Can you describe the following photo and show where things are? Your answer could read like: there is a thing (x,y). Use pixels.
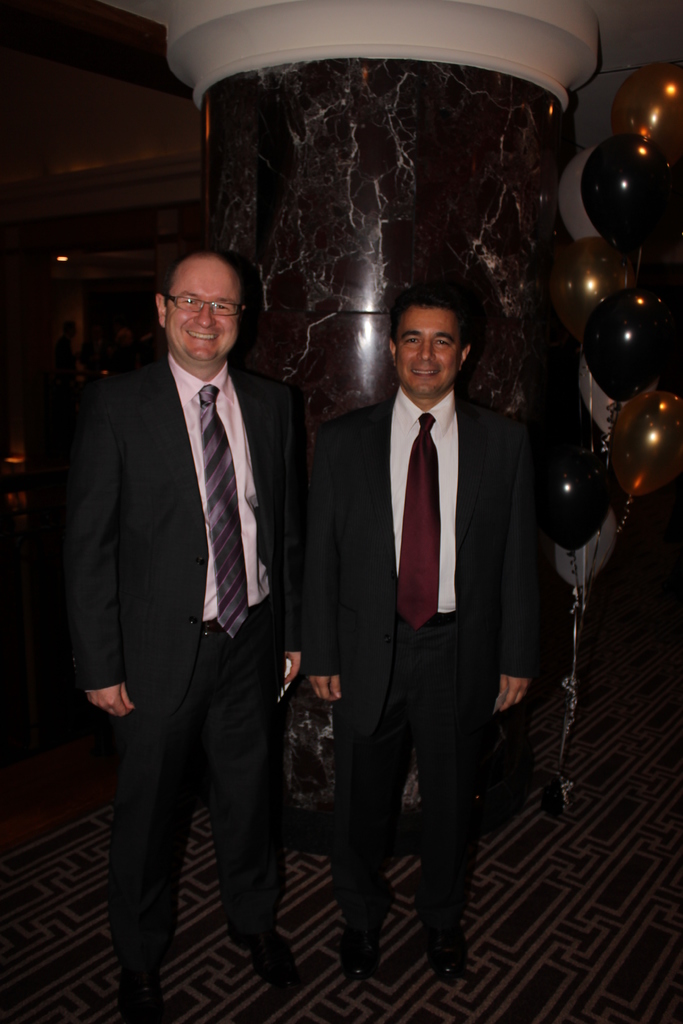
In the center of the image (349,450), we can see people (292,541) wearing coats (166,445) and ties (216,420) and one of them is wearing glasses (177,298). In the background (603,257), there are balloons (568,296) and we can see some lights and there is a pillar (562,93). At the bottom (496,892), there is a floor (535,886).
